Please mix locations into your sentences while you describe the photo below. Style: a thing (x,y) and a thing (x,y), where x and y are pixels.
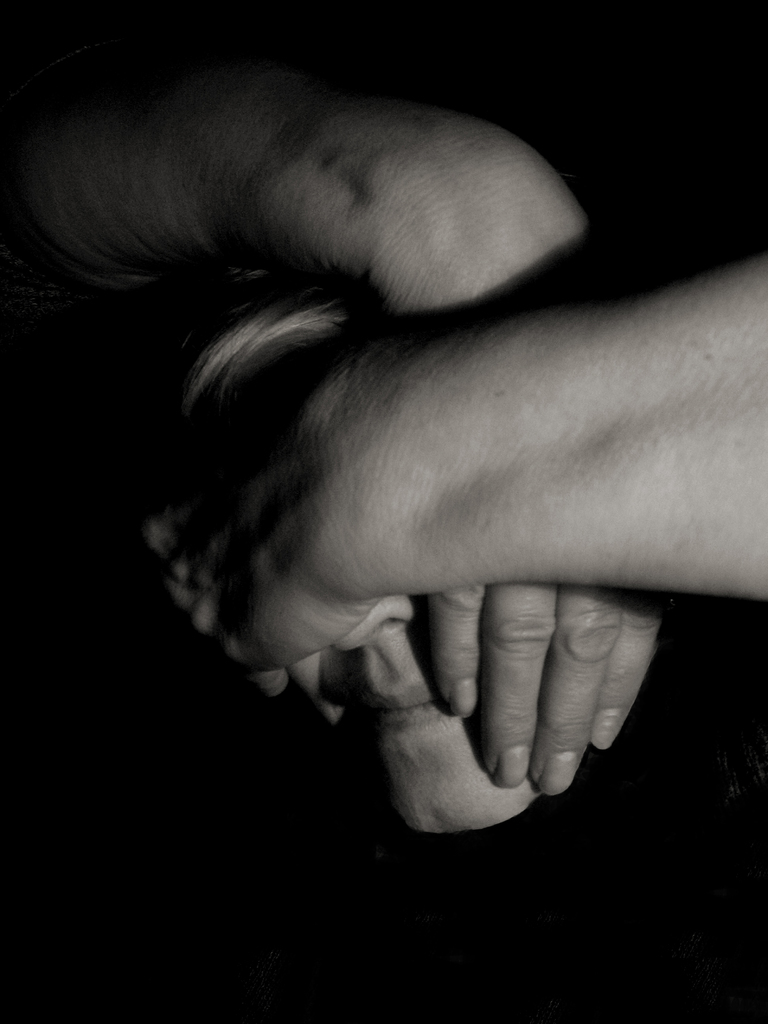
In the foreground of this image (350,669), there is a person's face (409,754) covered with two hands (508,478) of an another person (527,510).
